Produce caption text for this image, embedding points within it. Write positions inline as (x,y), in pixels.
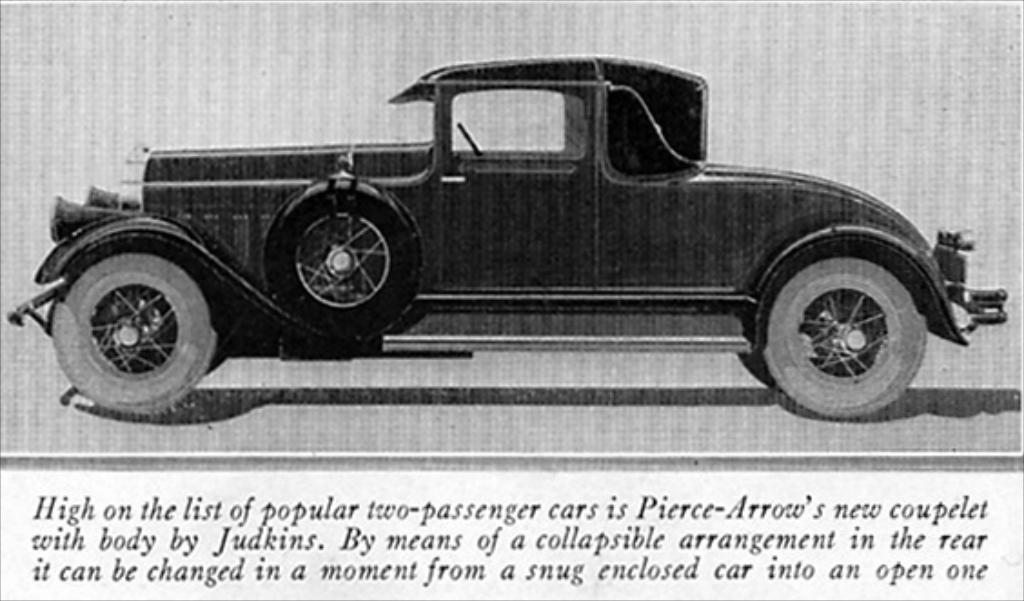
Here in this picture we can see picture (235,220) of a car (211,245) printed on a paper (500,370) and below that we can see some text (400,510) printed.
